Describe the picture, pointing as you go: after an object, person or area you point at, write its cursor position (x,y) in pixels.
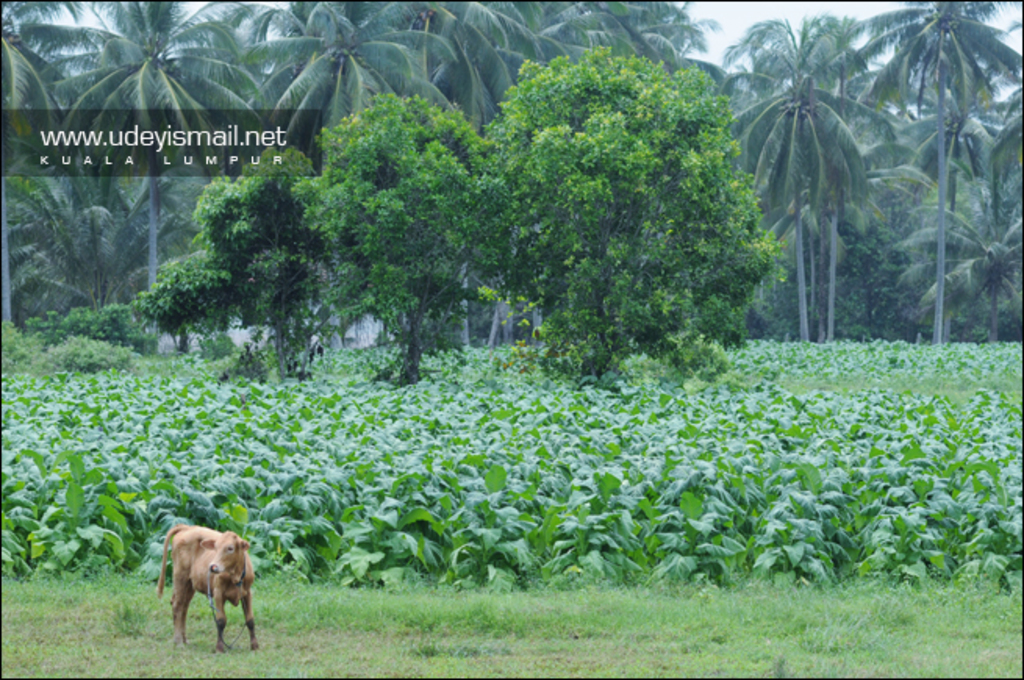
In this image we can see many trees (574,276) and plants (527,457). There is an animal (246,575) in the image. There is a grassy land (582,627) in the image. We can see the sky (778,18) in the image.
